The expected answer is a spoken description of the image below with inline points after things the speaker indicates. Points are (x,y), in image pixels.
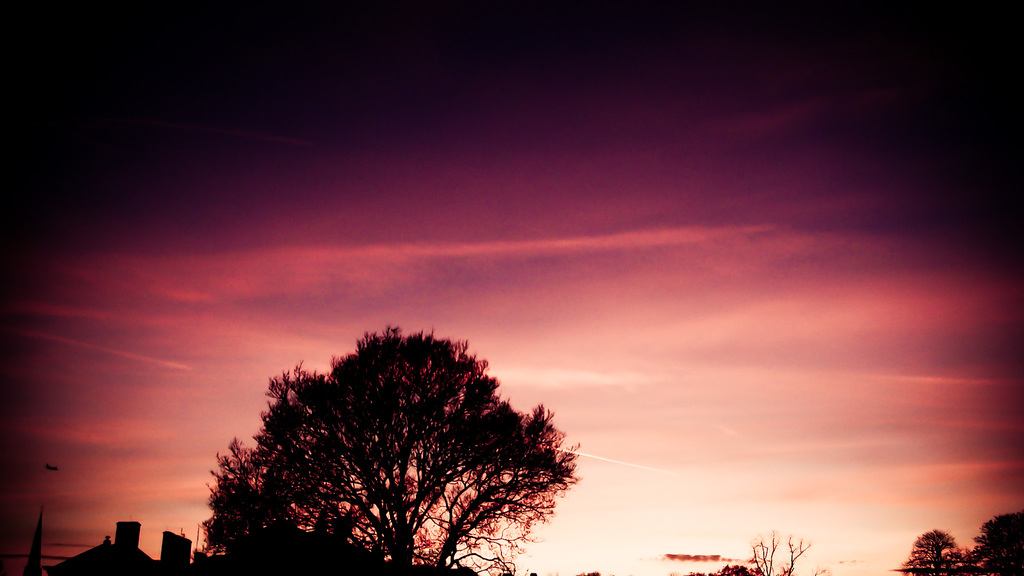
This image is taken in the evening light. I can see trees (484,369), top portions (40,506) of the buildings (220,575). At the top of the image (342,56) I can see the sky (457,174).
